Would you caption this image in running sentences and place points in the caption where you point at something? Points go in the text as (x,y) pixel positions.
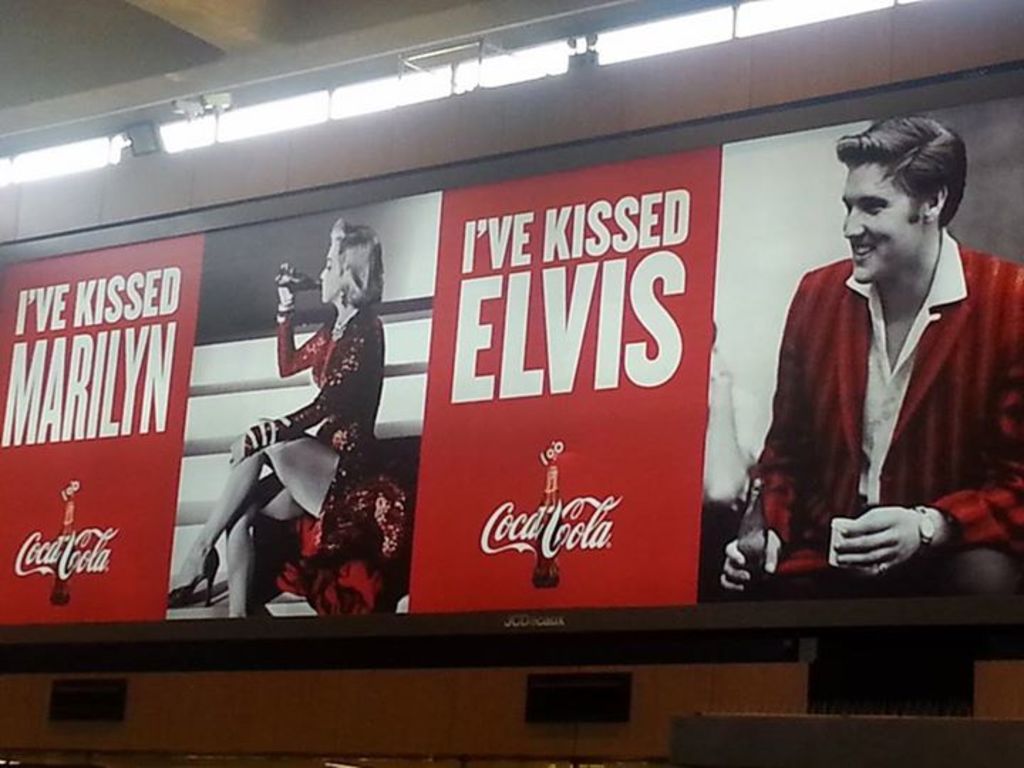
In this image we can see four posters (581,403). On two posters (507,386) something is written. On another poster (306,447) there is a lady (295,374) holding a bottle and drinking. On the right side (862,416) there is a poster (830,415) of a man (888,472) holding a cup (842,549) and a bottle (757,518). And he is wearing a watch (933,527). At the top (451,82) there are lights (434,68).
